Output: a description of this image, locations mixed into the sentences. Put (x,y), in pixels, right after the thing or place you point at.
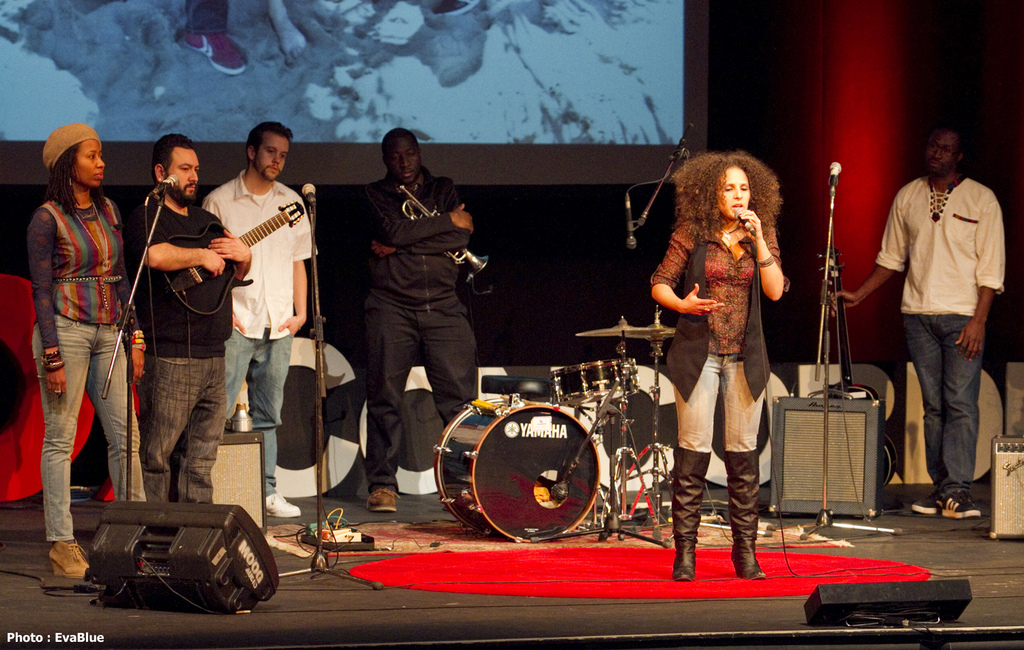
In this image I can see group of people (970,220) standing. In front (720,266) I can see the person (748,192) holding the microphone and I can see few musical instruments (593,359). In the background (517,62) I can see the screen (504,90).
